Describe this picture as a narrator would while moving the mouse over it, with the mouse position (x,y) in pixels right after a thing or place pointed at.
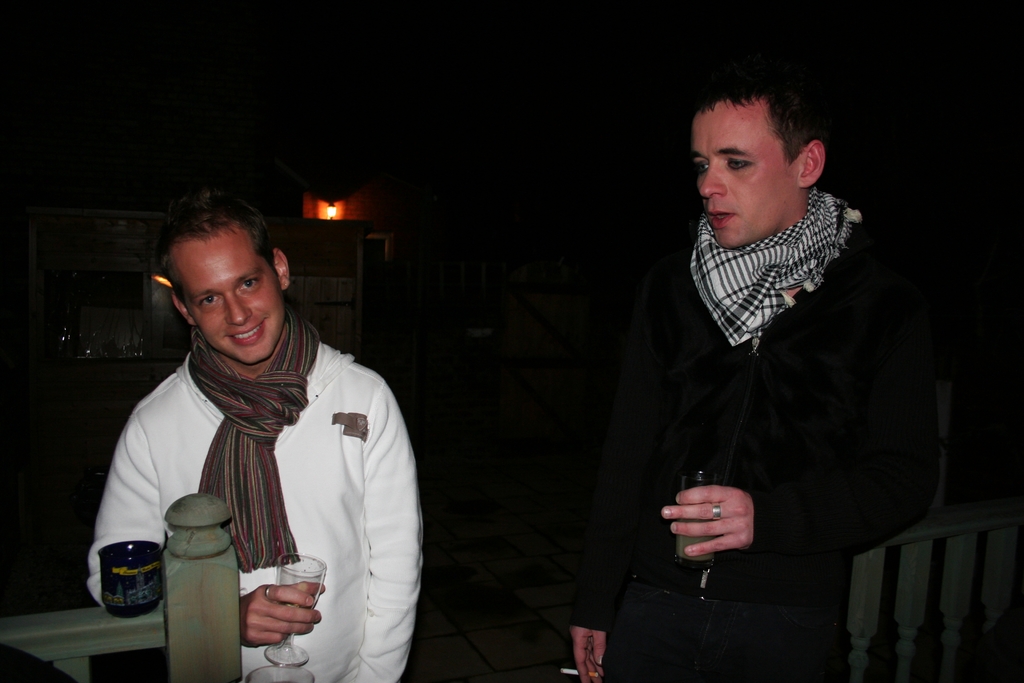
In the foreground of the picture (787,317) we can see two persons (94,594) and railing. In the background (274,204) we can see a building (339,212) and light (331,201). At the top (433,74) it is dark.
